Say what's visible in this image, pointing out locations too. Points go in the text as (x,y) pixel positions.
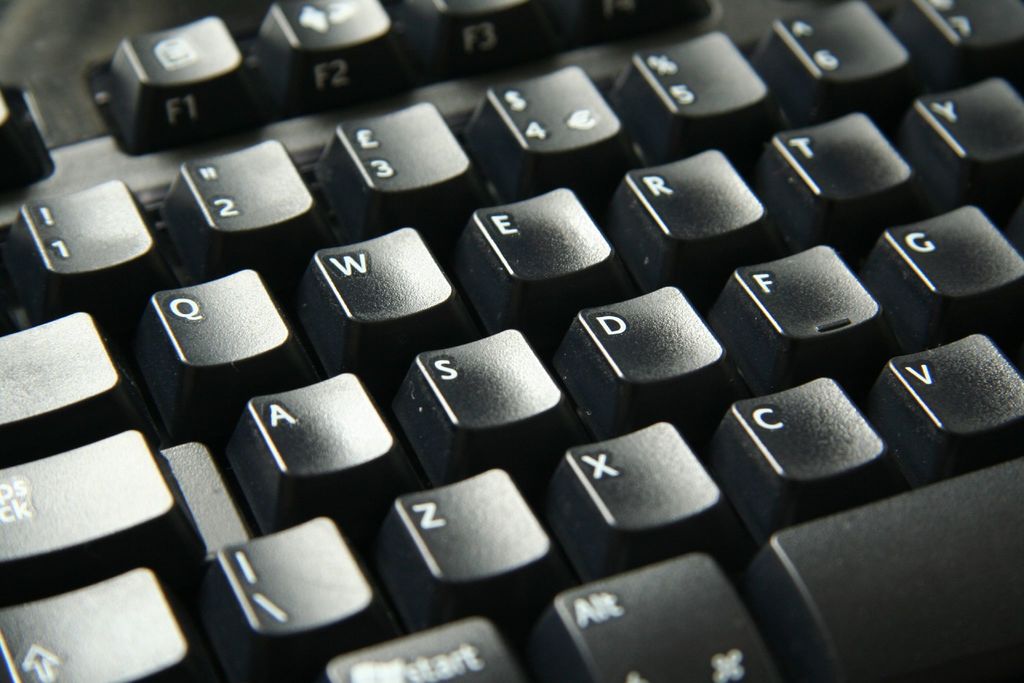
In this image there is a keyboard (516,395).
